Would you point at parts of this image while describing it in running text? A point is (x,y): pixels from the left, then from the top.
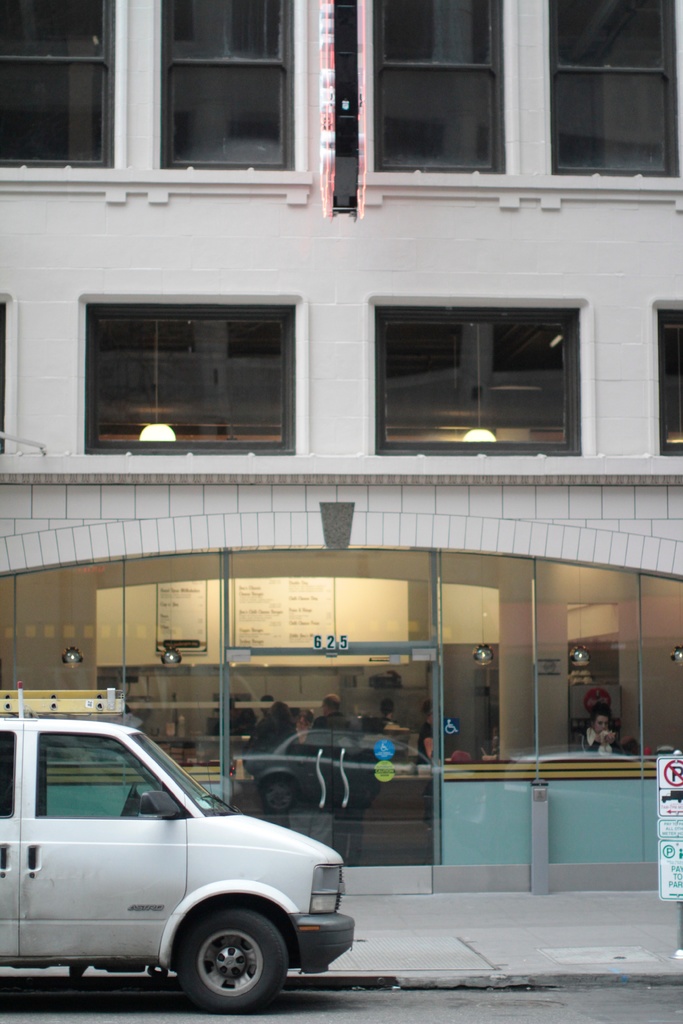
In this image there is a car (142,793) parked in front of a building (419,836).
